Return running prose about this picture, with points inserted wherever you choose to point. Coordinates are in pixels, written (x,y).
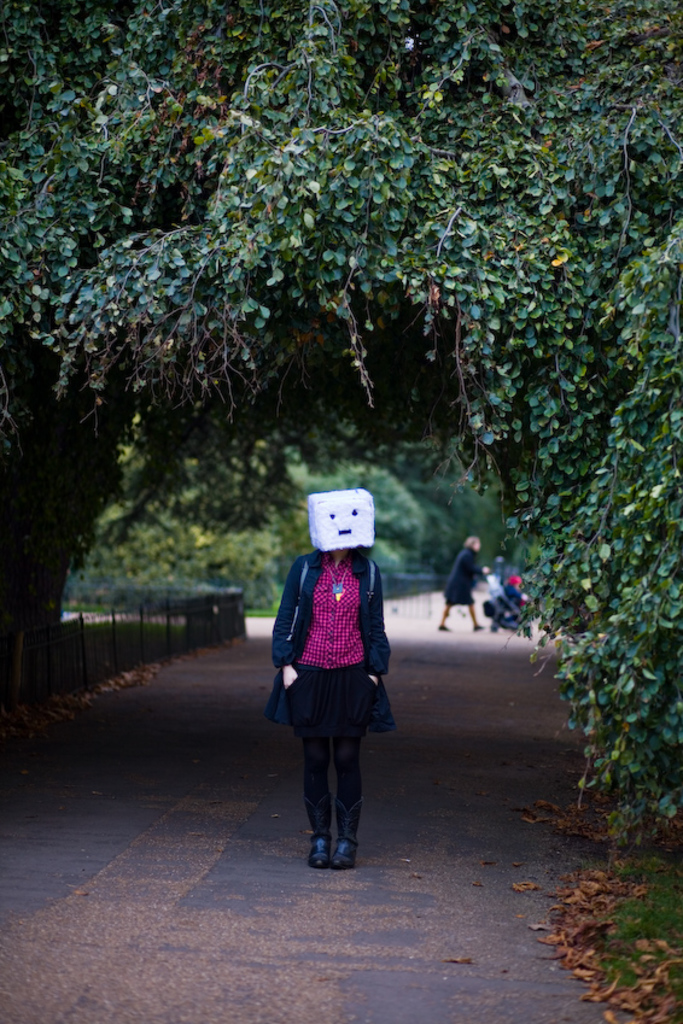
In this image there are people (454,596), baby chair (502,600), trees (306,110), railings (191,618) and objects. Front a person (357,711) wearing a box (352,516).
